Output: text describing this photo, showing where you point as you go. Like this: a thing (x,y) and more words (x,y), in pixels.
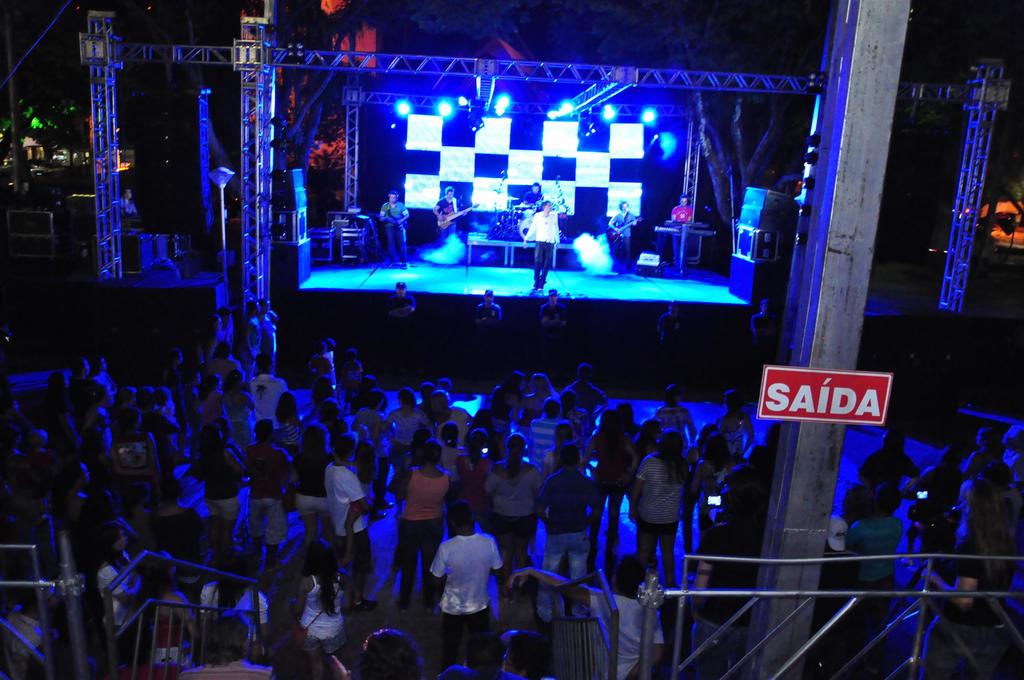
This picture describes about group of people (526,492), and we can see few musicians (441,204) on the stage (581,278), few people (444,200) are playing musical instruments (442,220), behind to them we can find metal rods (265,212) and lights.
